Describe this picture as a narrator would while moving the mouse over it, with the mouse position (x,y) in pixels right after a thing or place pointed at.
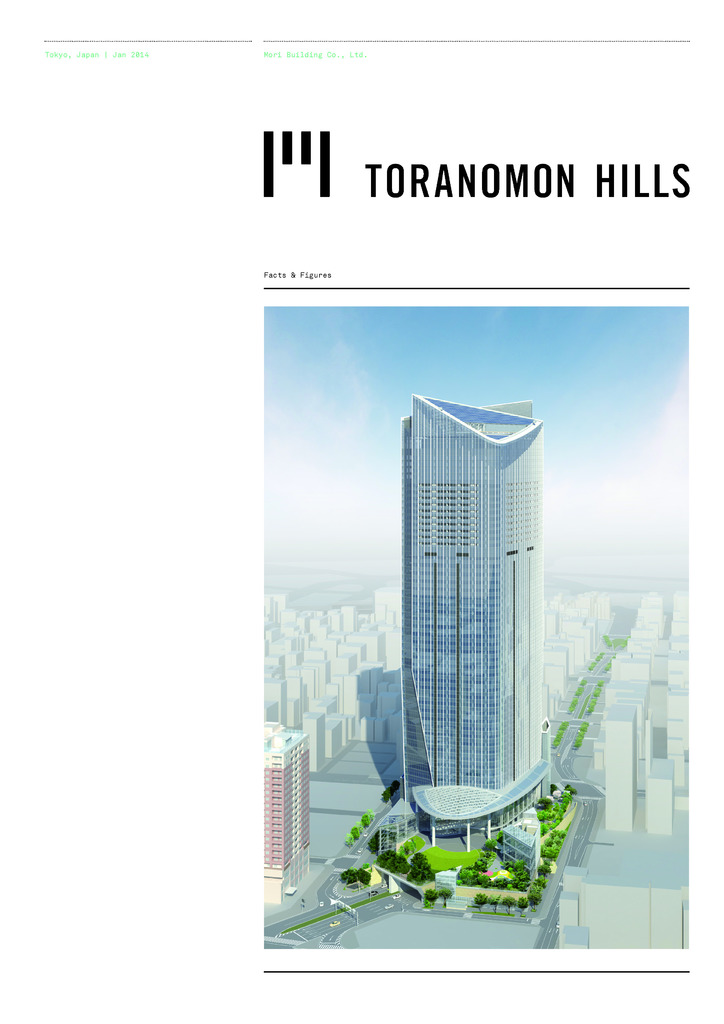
This is a poster where we can see buildings (637,693), trees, sky (619,493) and some text (434,170).
